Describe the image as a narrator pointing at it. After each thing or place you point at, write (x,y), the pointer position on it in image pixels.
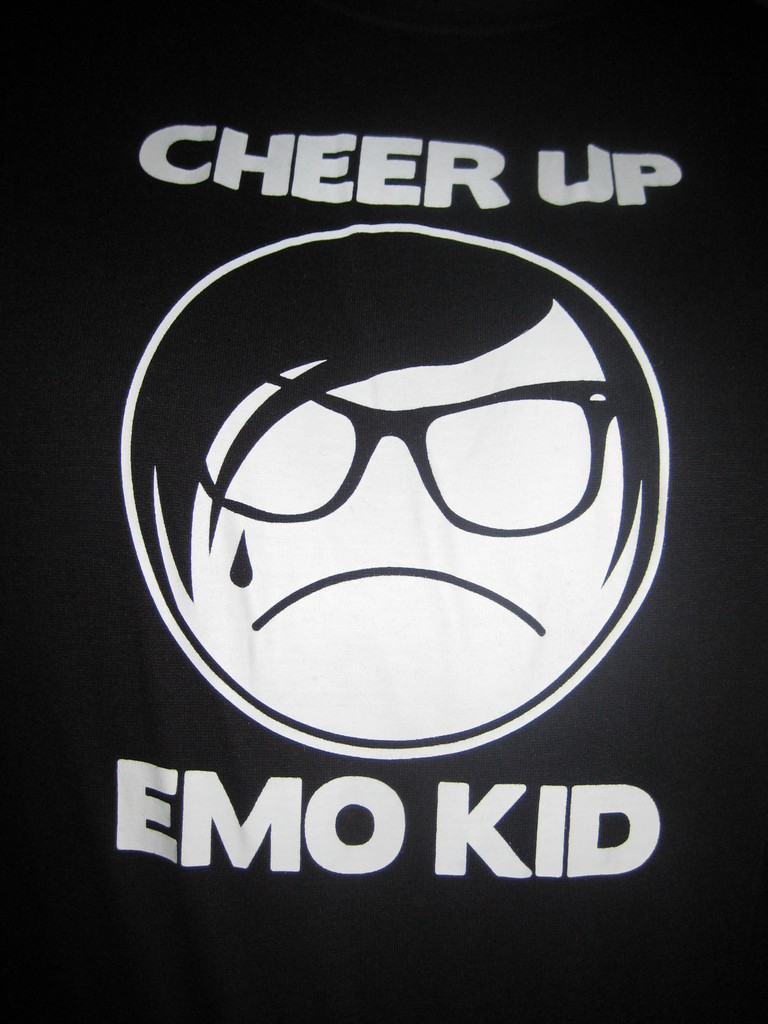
In this picture I can see a print (432,445) of words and a person face (435,607) on an item (446,405).
